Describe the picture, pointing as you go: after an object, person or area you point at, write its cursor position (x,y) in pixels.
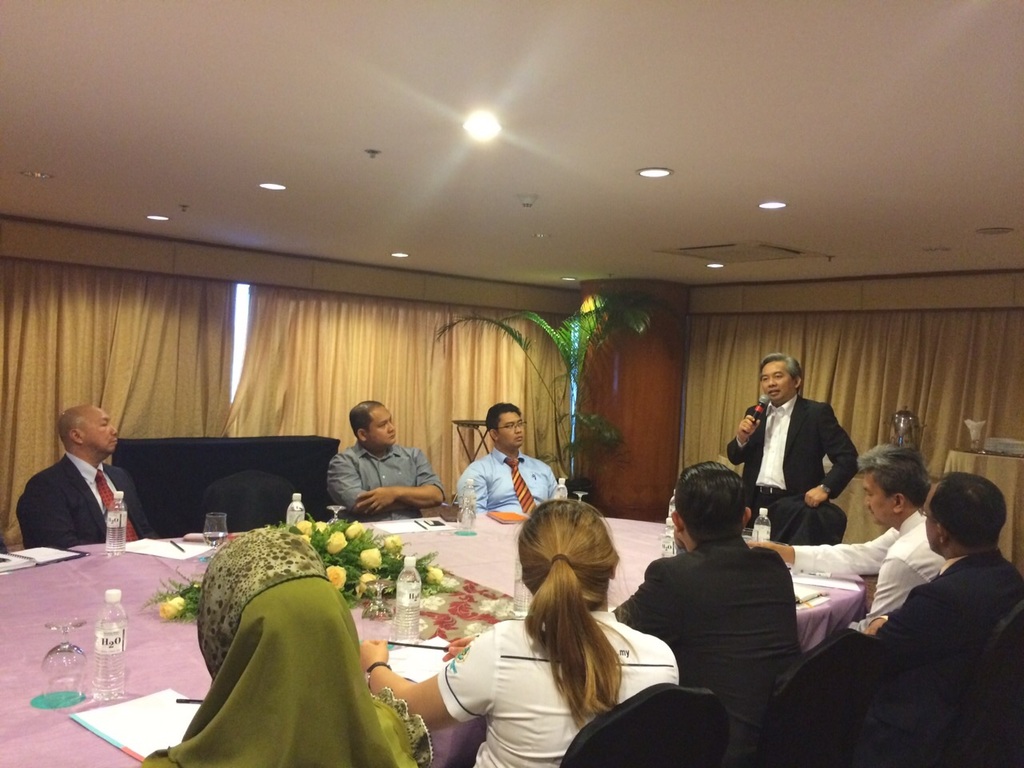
It seems to be the image is inside the conference hall (123,556). In the image there are group of people (102,495) sitting on chair (646,752) in front of a table (437,619), on table (63,571) we can see a book (59,555), paper (177,550), pen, water bottle (121,525), wine glass (222,536) and a plant (309,533) with some flowers (340,544) and cloth (511,542) on table (500,541). On right side (745,415) there is man (811,406) standing and holding a microphone (756,412) on his hand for talking, in background (599,387) we can see pillar (661,404), plant (580,365), curtains (854,344), window (246,302) on top (493,217) there is a roof (510,207) with few lights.
